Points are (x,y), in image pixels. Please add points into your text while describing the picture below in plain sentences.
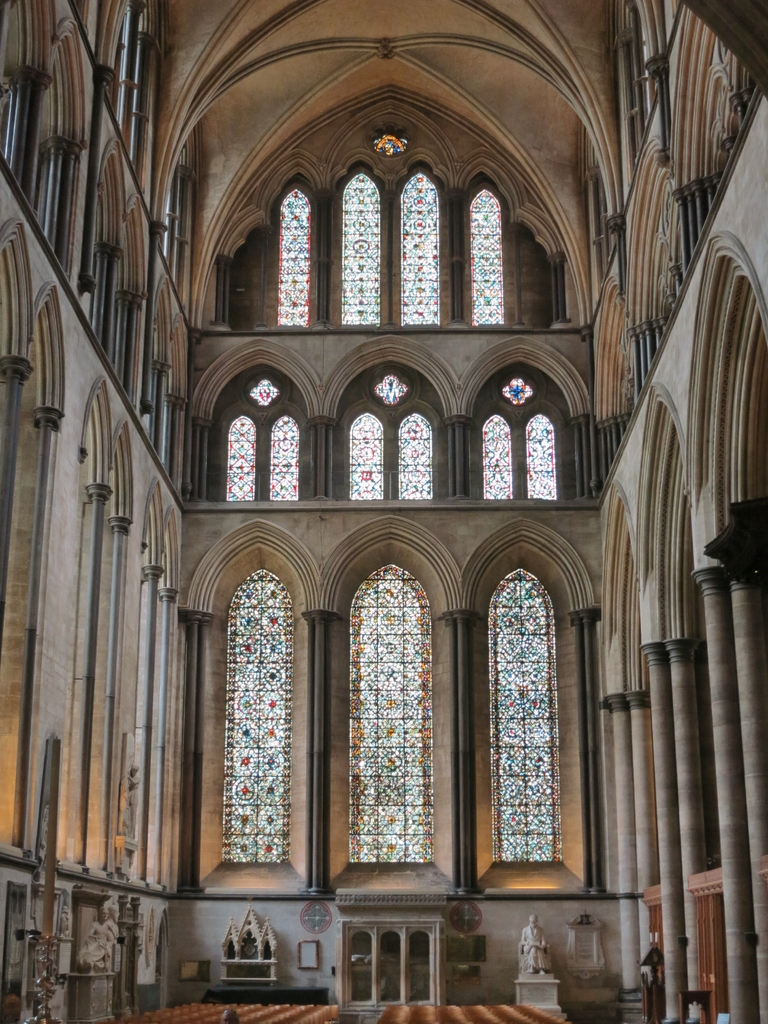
As we can see in the image there is wall (168,712), few windows (420,731), statue (533,957) and chairs (553,1021).
